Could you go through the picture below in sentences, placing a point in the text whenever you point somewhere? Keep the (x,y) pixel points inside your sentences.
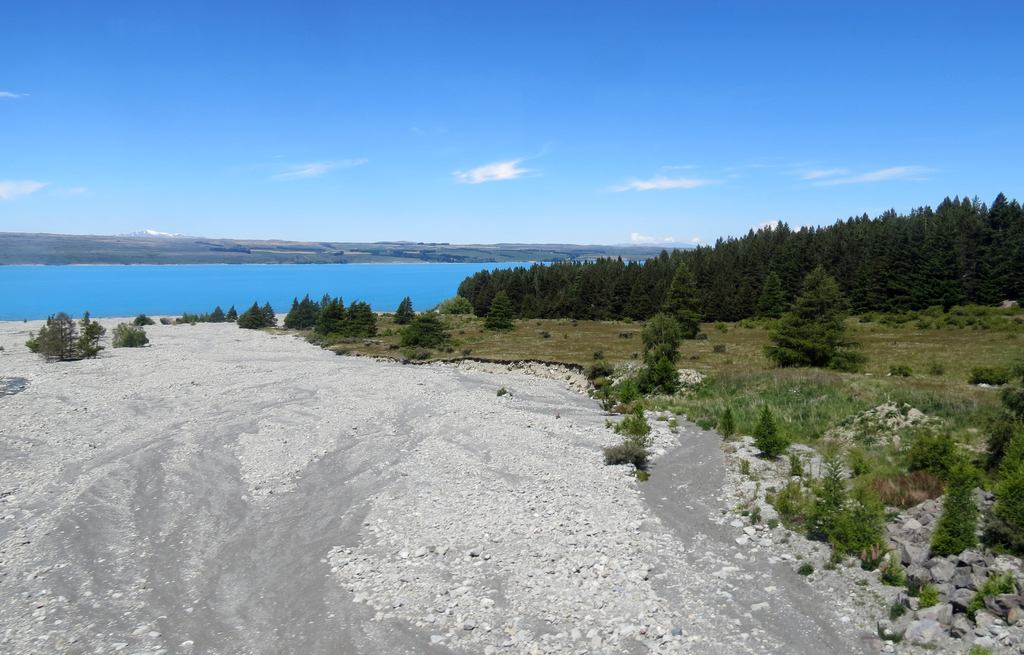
In the foreground of the picture (742,477) there are plants (847,529), rocks (589,541) and soil (386,524). In the center of the picture (518,315) there are trees (441,335) and grass (588,334). On the left (279,273) there is a water body (289,284). In the background (83,242) there are trees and land (299,247). Sky (442,123) is clear.
